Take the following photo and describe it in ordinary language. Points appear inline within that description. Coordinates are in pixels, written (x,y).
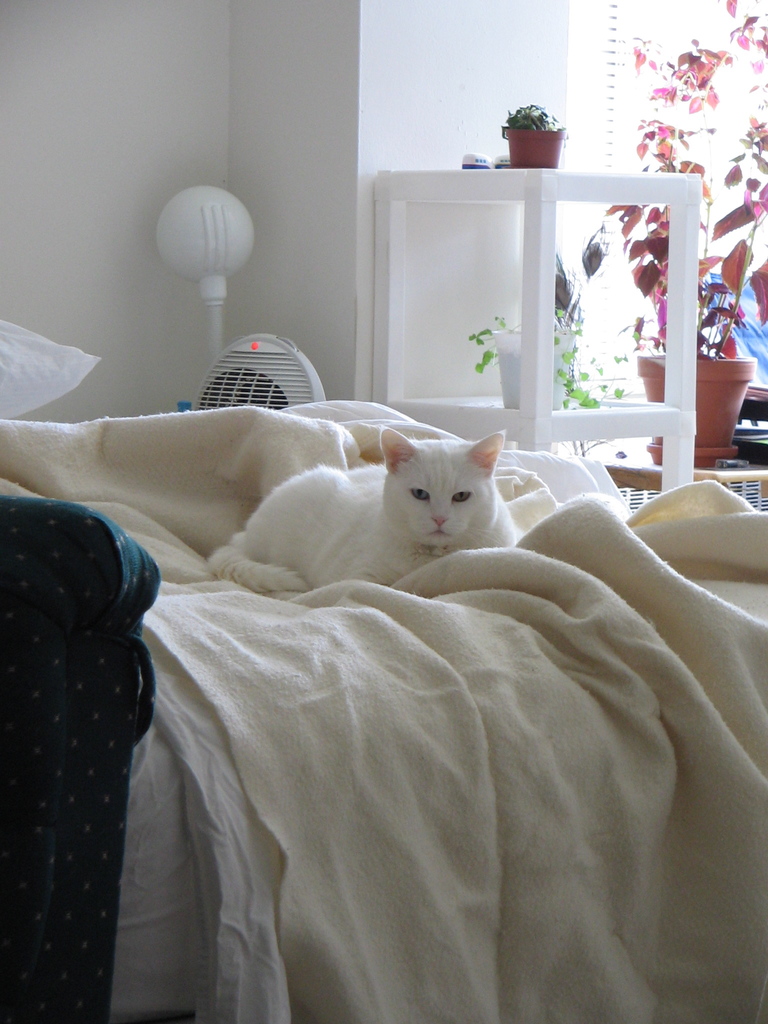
In this image we can see bed sheets (630,663). On that there is a white cat (373,523). In the back (266,371) there is a fan (217,375). Also there is a wall (239,76). And there is a stand (481,414). There are pots (519,348) with plants (541,110). Near to the stand (539,358) there is another pot (701,396) with a plant (708,228).
